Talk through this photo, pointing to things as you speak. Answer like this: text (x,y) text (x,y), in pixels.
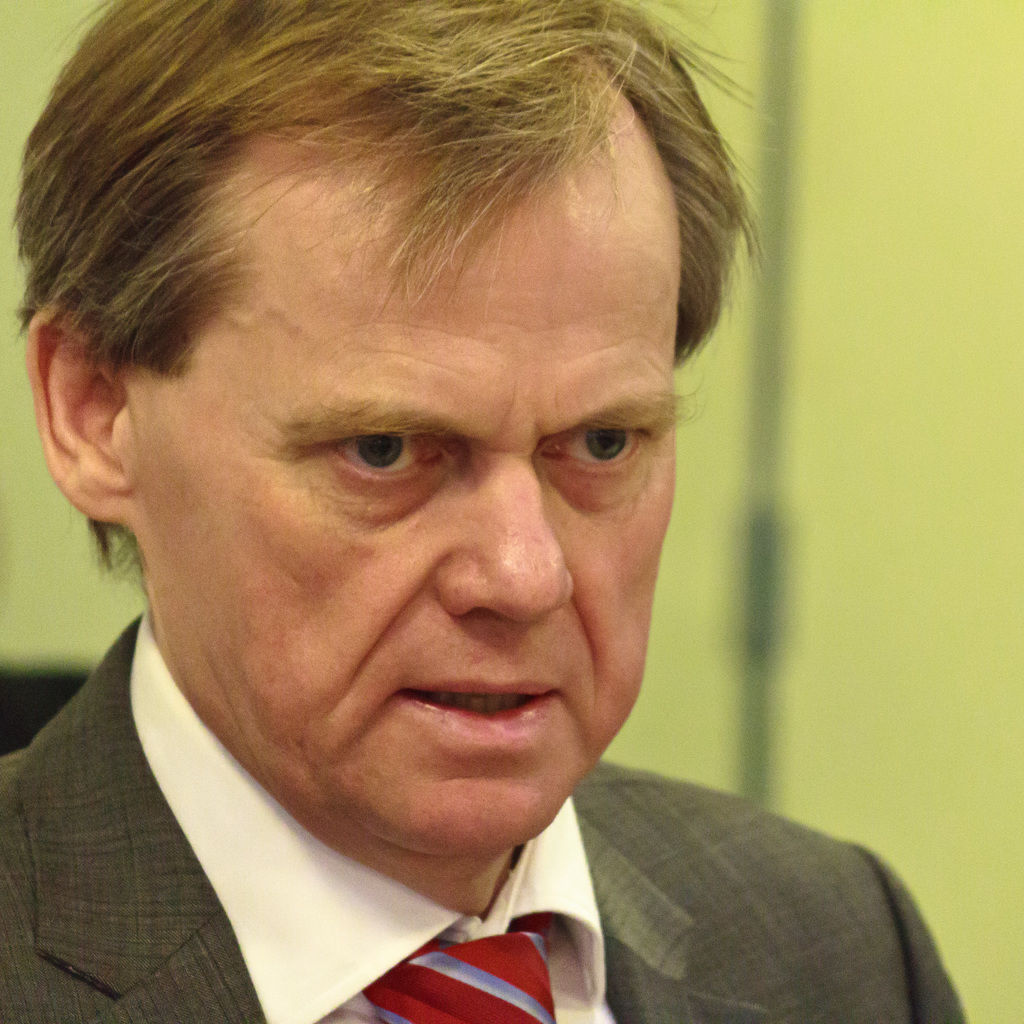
In this image I can see a person (450,648) wearing grey color blazer (719,935), white shirt (536,883) and a red tie (520,963). Background (803,382) is in green color.
